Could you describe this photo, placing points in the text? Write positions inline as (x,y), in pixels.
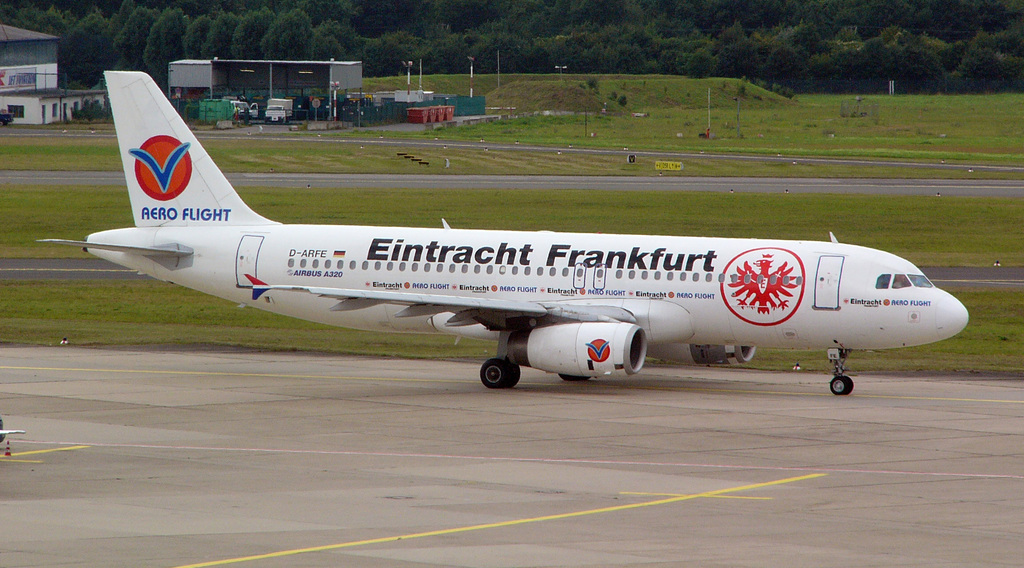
In the center of the image (554,340), we can see an aeroplane (482,248) and in the background (24,62), there are sheds (219,91), poles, vehicles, some objects (438,108) and there are trees (809,73). At the bottom (579,408), there is ground (745,172) and road (555,433).
